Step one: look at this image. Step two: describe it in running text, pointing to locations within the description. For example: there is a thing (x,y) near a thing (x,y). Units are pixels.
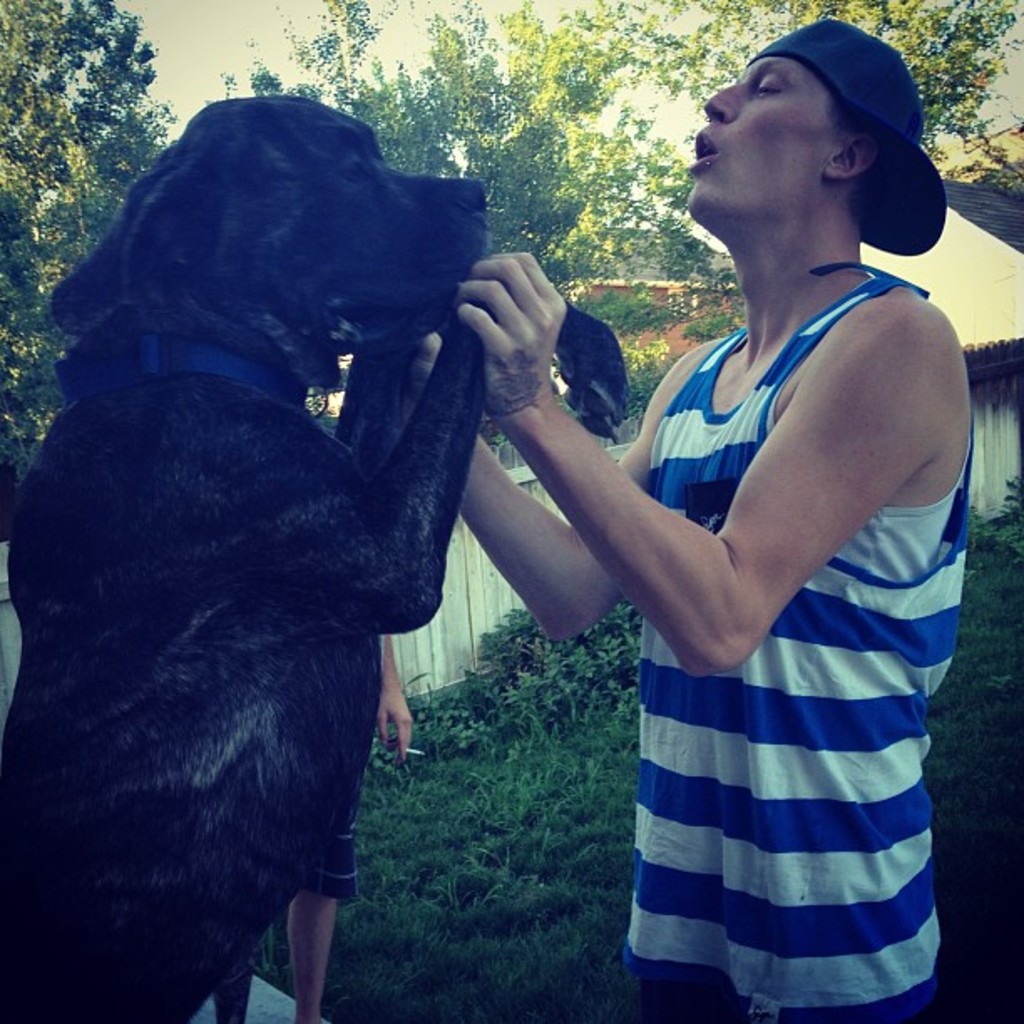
In this picture in the right side (810,462) a man (786,638) wearing a t shirt (758,693) and cap (876,97) holding the legs (453,383) of a dog (234,399). Behind the dog (276,906) there is another person (320,875) who is holding cigarette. There is a fence (474,618) in the background (489,611). In the right top (966,316) there is a hut (970,258). In the background (957,105) we can see trees (113,101). The sky (178,15) is clear. The ground (499,868) is full of grass (549,812).
